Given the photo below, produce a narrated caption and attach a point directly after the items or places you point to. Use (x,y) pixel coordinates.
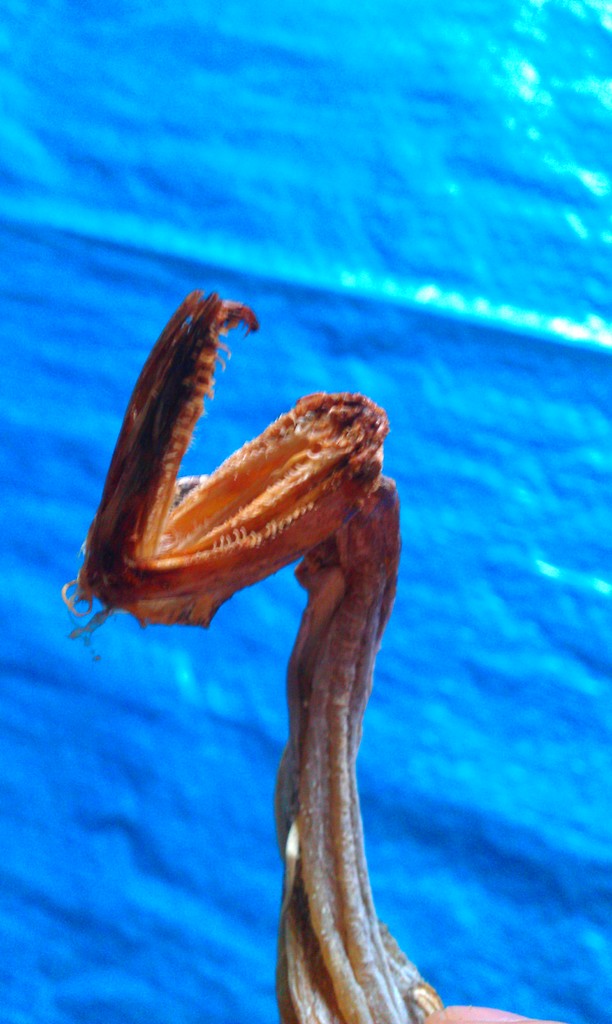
In this image we can see a dried object (348,514). Background (603,357) it is in blue color.
